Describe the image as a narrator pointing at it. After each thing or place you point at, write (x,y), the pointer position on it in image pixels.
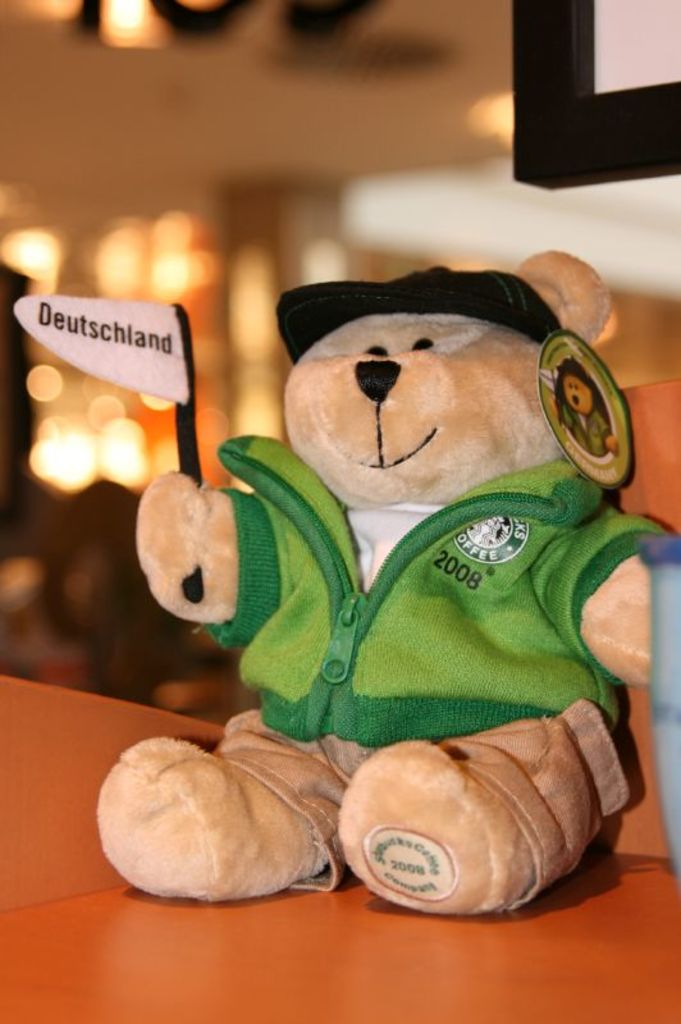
In this picture I can see a teddy bear (399,563) on the table (187,962).
